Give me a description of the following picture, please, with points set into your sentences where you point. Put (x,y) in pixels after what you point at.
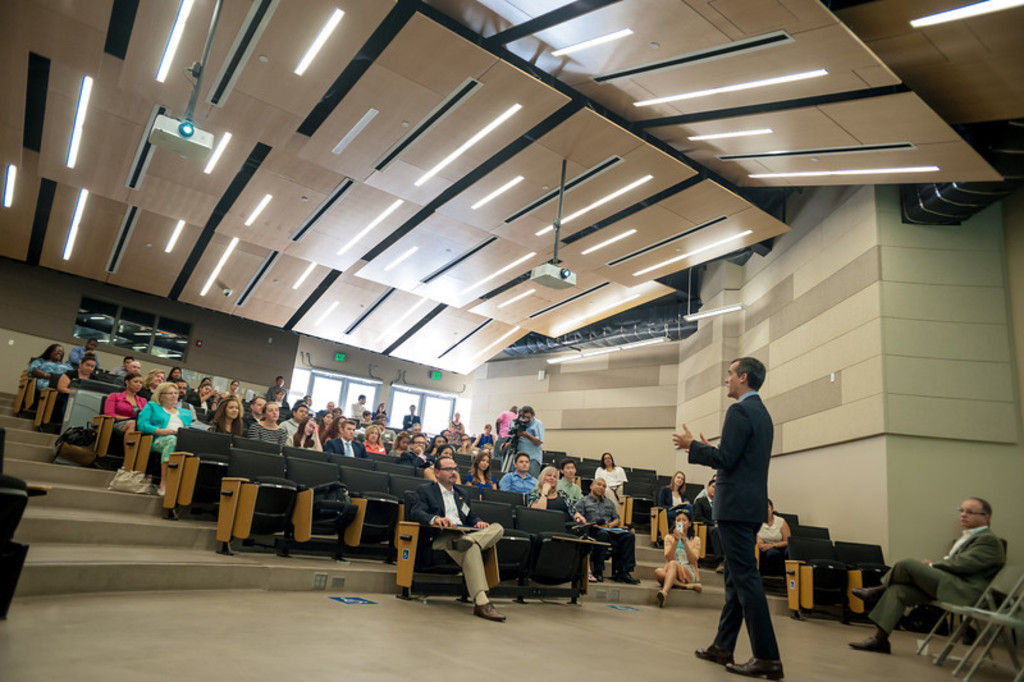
In this picture we can see some people (604,483) sitting on chairs (230,465), this person (746,557) is standing, we can see some people (457,434) standing in the background (368,407), there is a person (530,444) holding a camera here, we can see some lights (606,38) at the top of the picture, in the background (792,335) there is a wall (783,329).
